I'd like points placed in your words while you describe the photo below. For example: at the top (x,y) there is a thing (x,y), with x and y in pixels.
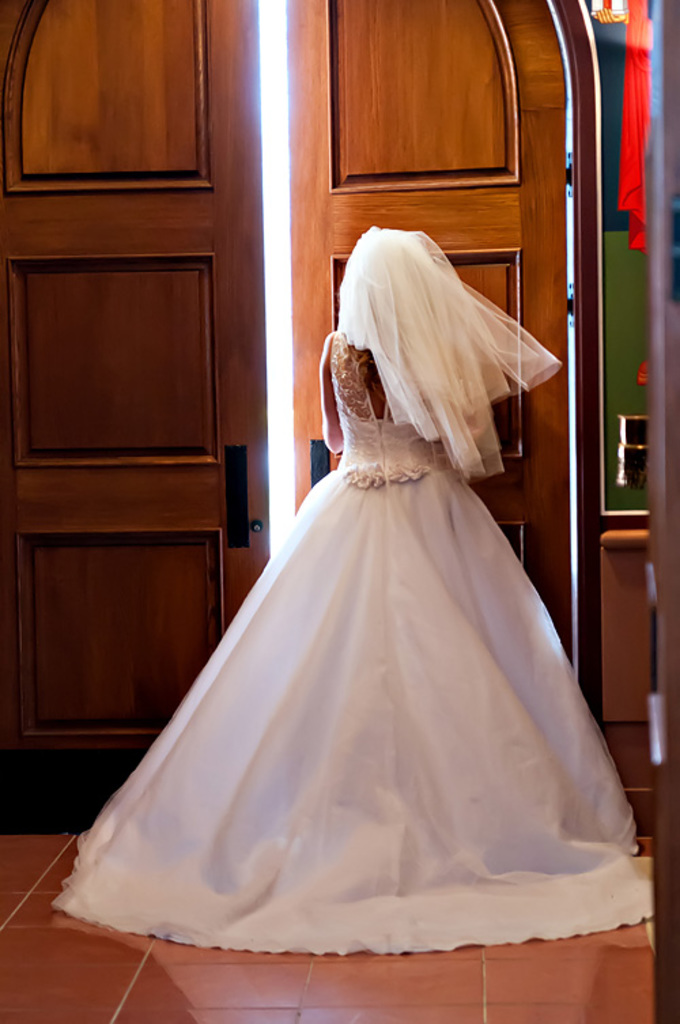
In this image there is a lady (396,539) standing at the door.
